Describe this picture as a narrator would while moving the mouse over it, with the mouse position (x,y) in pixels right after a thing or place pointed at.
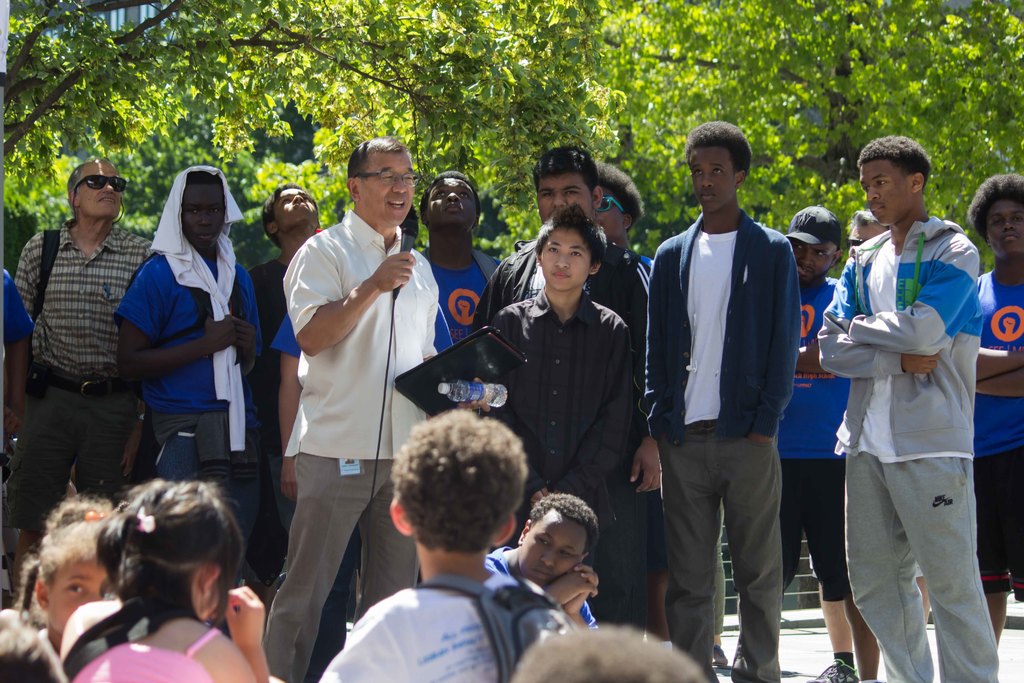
This picture is clicked outside. In the foreground (52,422) we can see the group of persons (615,383) and a person (376,211) wearing white color t-shirt (362,270), holding a microphone (413,239), standing and seems to be talking and we can see a water bottle (468,387) and some other objects (456,360). In the background (968,188) we can see the trees (818,100).
